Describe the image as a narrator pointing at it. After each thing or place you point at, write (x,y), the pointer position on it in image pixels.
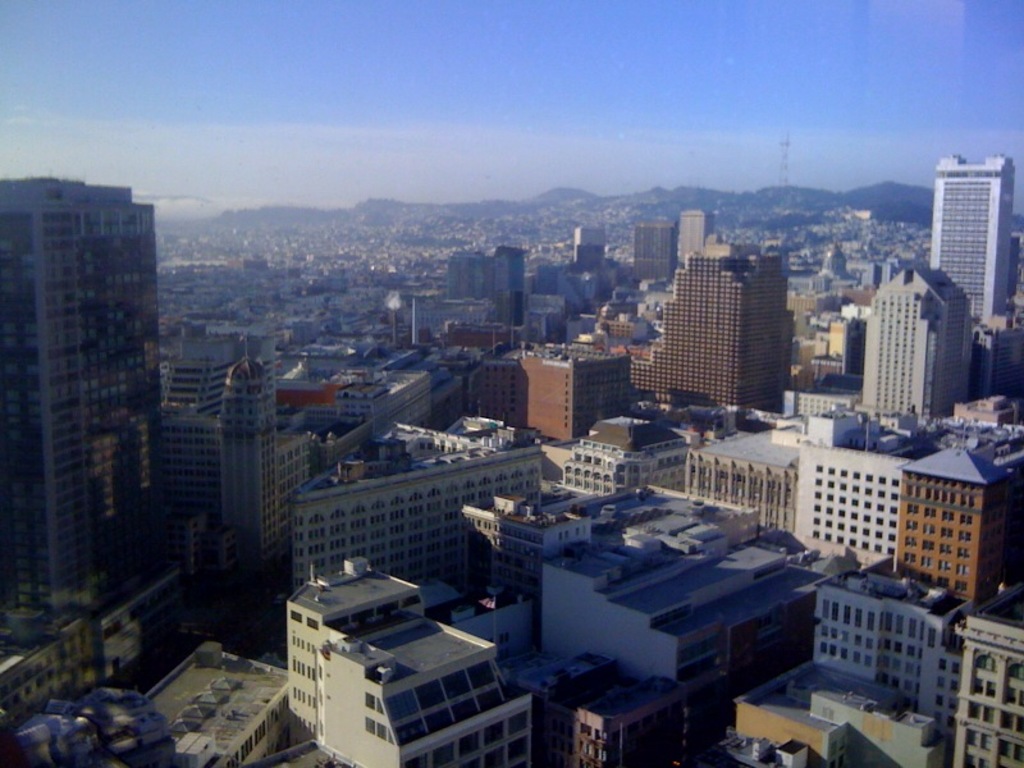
In this image we can see sky (122,83), hills (369,205), buildings (267,253), towers (779,315).
